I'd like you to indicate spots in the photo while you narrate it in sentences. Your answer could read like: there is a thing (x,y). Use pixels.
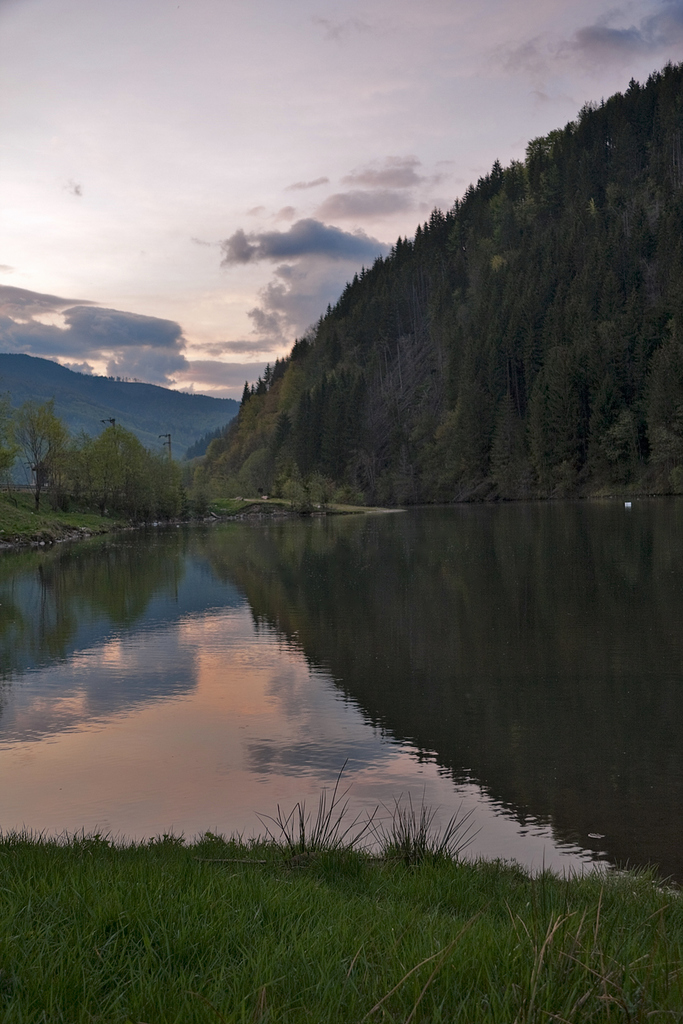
In this picture we can see water (392,770), grass (280,979), trees (132,490), and mountain (14,389). In the background (13,44) there is sky (419,205) with clouds (365,256).
